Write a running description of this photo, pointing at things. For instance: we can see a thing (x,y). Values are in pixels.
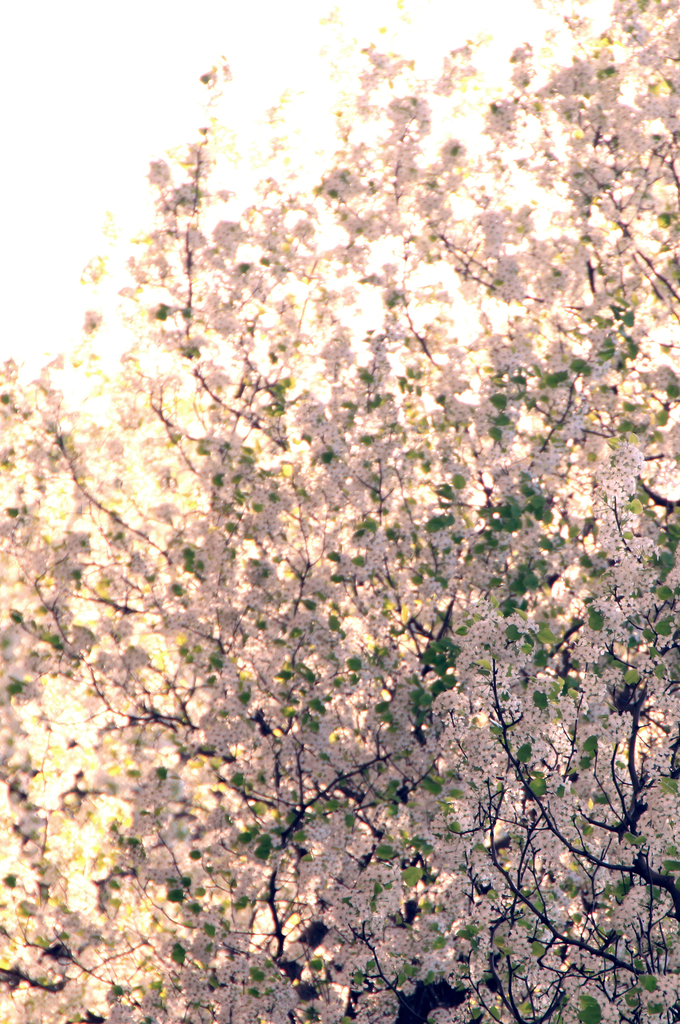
In this picture we can see a tree (447,837), flowers (451,863) and leaves (500,582) in the front (410,457).
